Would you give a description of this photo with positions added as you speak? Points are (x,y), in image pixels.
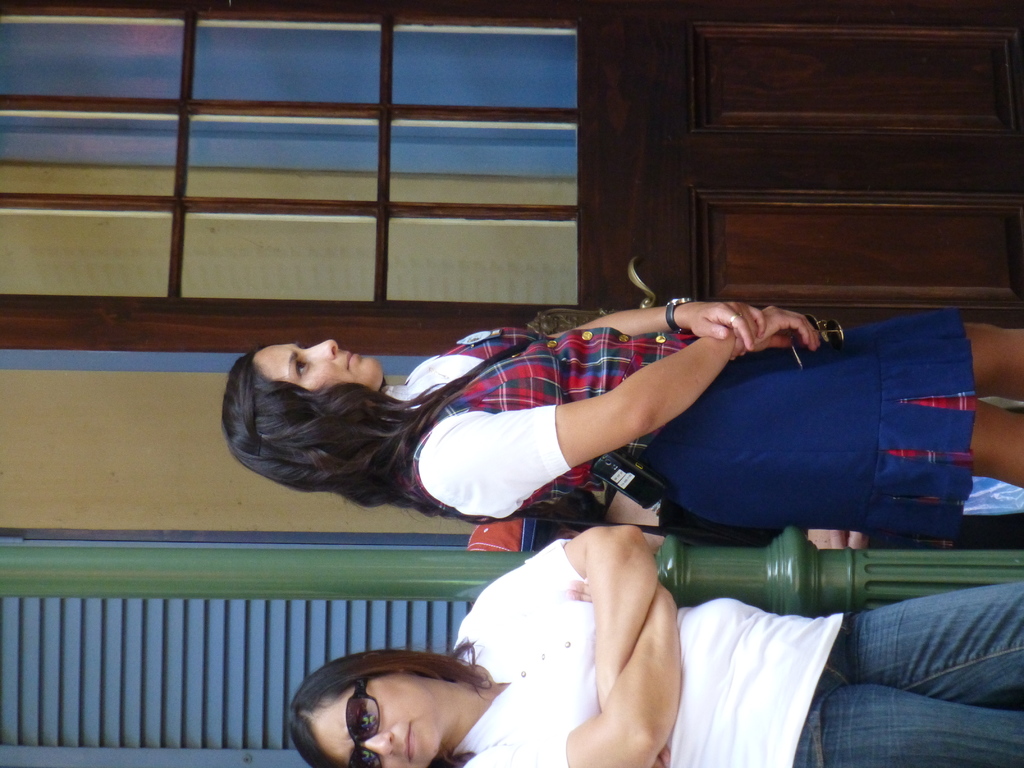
In this image we can see a few people (382,496), among them one is wearing the spectacles (358,698) and the other one is holding the spectacles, behind them there is a wall (177,489), pole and door (636,295).
